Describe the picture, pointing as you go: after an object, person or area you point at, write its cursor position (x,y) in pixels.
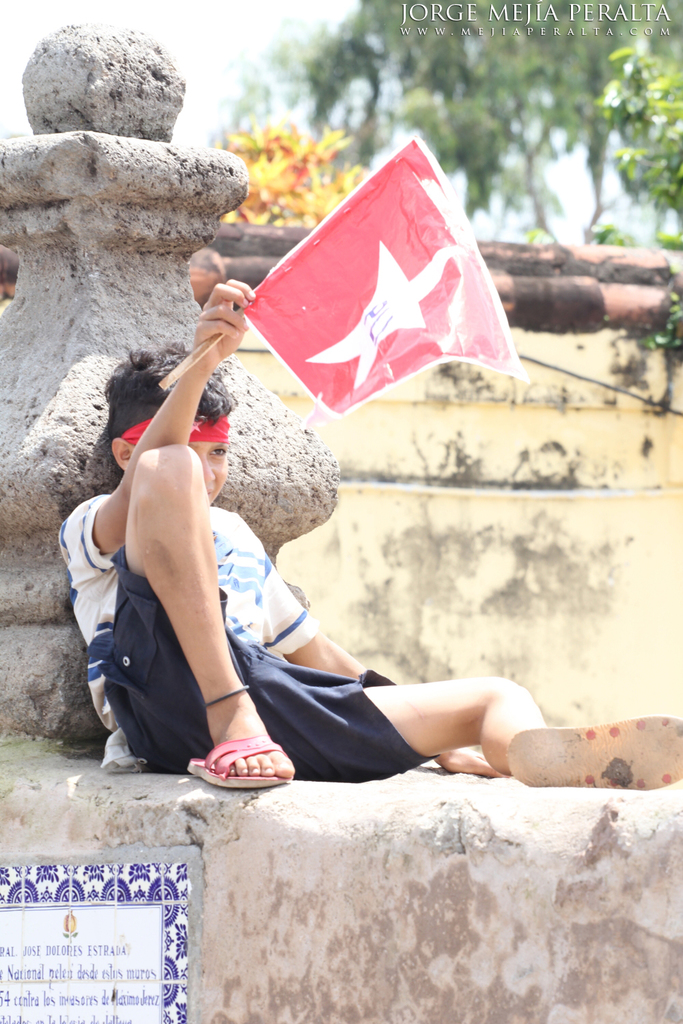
In this picture there is a boy (209,577) wearing white color t-shirt (252,611) and black shorts (321,723) sitting on the small boundary wall (271,827) and holding the red color flag (350,270) in the hand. Behind there is a design pillar (30,328) and yellow color wall (490,535). In the background (471,59) we can see some trees (281,172).
